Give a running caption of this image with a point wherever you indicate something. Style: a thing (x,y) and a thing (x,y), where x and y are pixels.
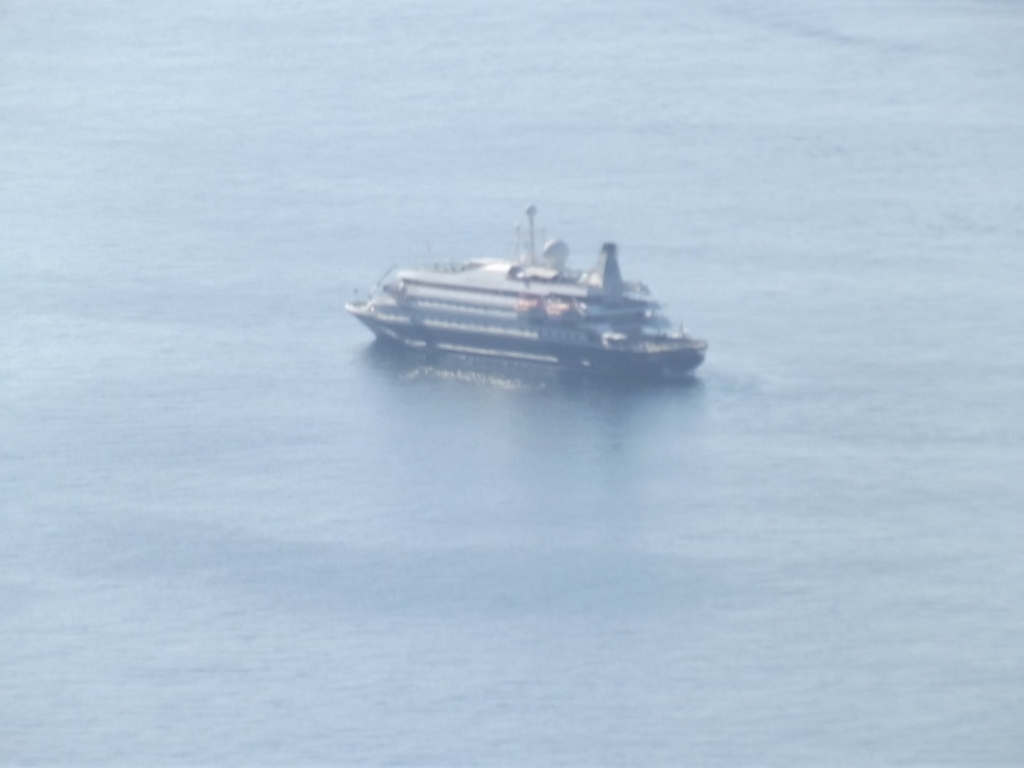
In this image I can see water (298,175) and a ship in it.
